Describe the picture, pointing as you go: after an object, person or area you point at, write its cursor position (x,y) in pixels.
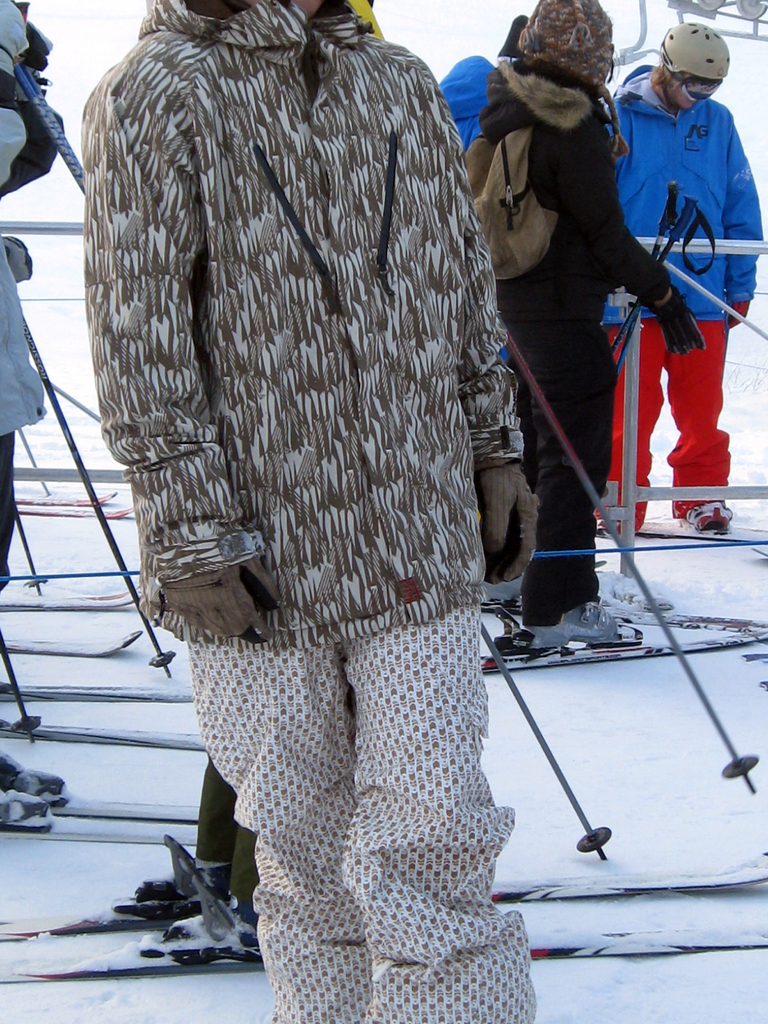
In this image there is a person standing on the snow (624,696). In the background (585,226) there are people (585,216) standing on the snow (619,681) by wearing the ski-boards (585,652) and holding the sticks (611,526). At the bottom (660,989) there is snow (645,989).
